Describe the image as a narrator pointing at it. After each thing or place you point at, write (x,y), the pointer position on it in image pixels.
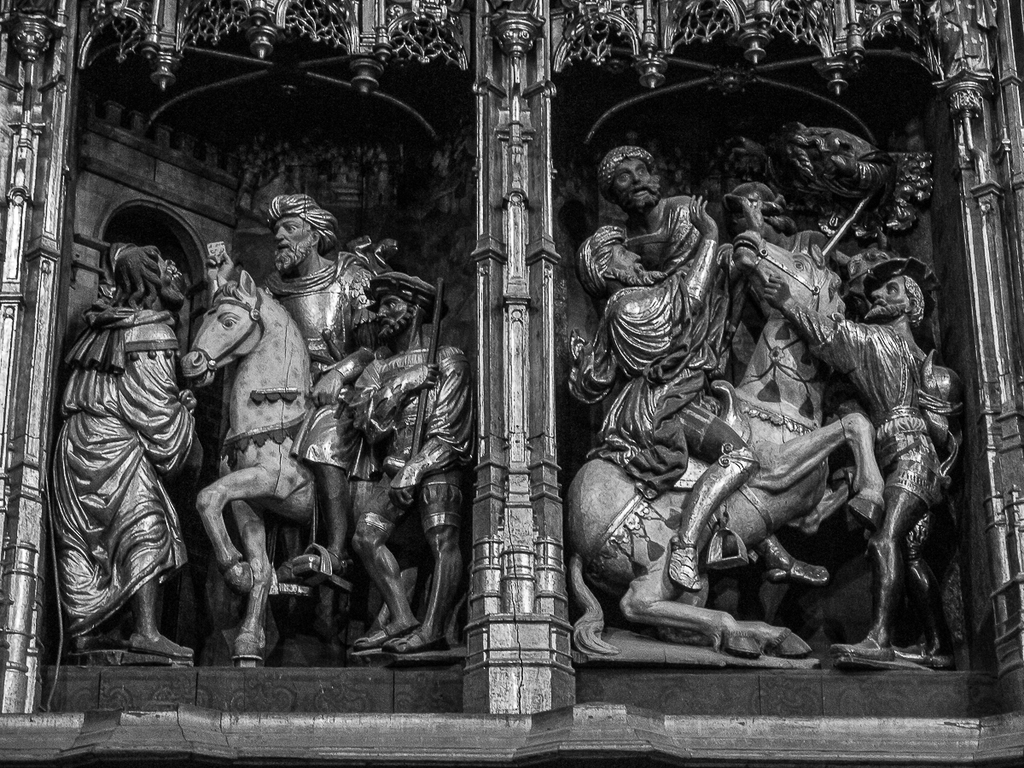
This picture consists of sculptures (106,451) in the image.
